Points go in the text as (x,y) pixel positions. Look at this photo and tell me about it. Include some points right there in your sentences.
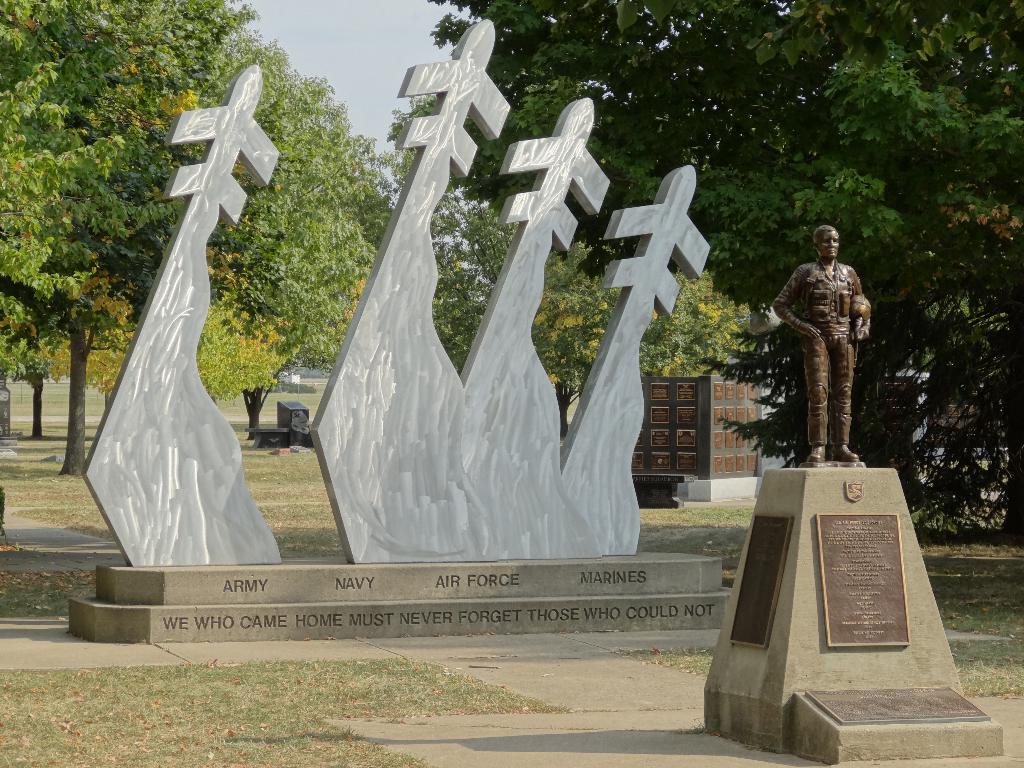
In this picture we can see a statue (847,538) on the right side (826,490), there is a monument (419,437) in the middle (602,436), in the background (898,273) there are some trees (871,138) and grass (296,474), we can see the sky (365,37) at the top of the picture (355,69).
